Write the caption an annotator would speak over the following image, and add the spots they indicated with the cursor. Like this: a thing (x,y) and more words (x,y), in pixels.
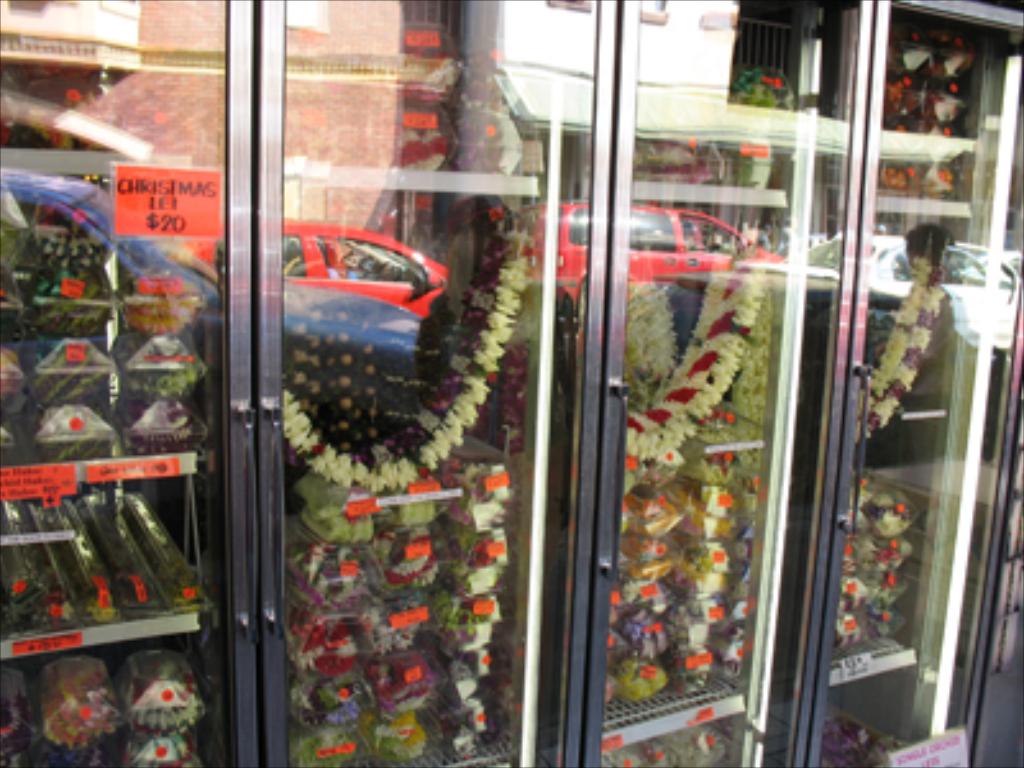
In this image we can see cupboards (608,503), inside the cupboards (514,450) there are garlands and few objects (432,624), and we can see the reflection (635,226) of car (331,240) and buildings (699,35) on the cupboards (331,240).
